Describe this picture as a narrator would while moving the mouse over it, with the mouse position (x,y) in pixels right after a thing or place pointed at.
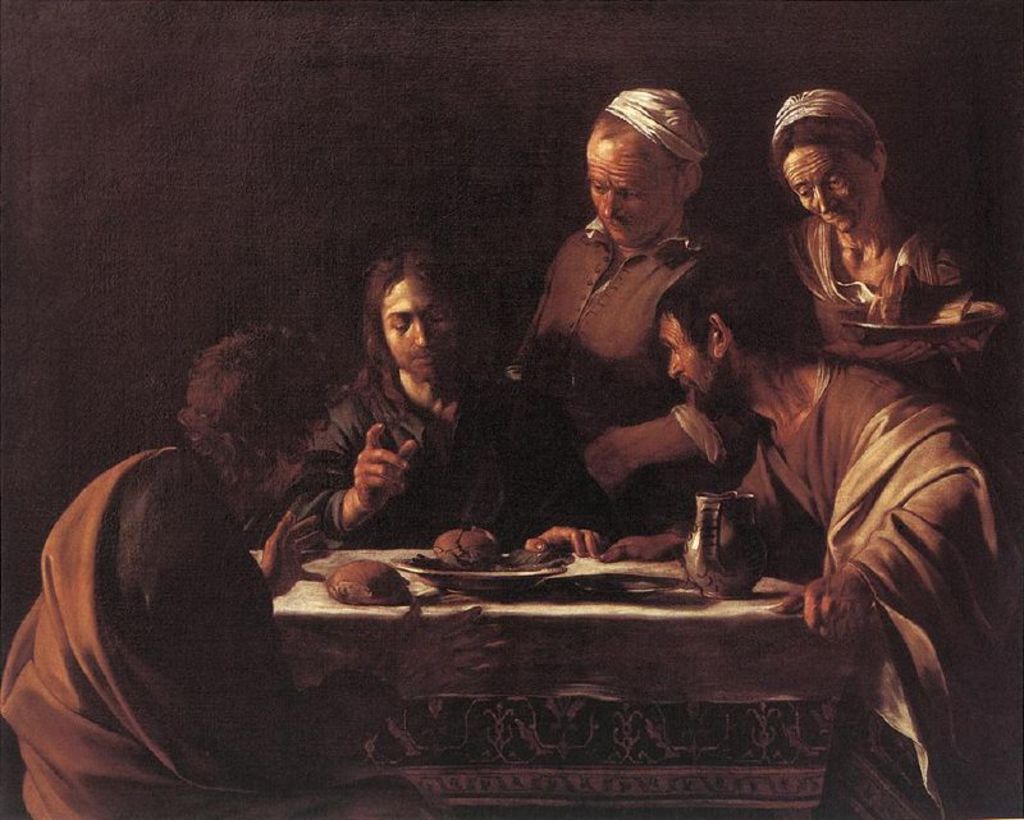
3 Persons (978,548) are sitting around the dining table (584,625) and talking, on the right side (889,227) 2 persons (878,200) are standing. It's a painting.
